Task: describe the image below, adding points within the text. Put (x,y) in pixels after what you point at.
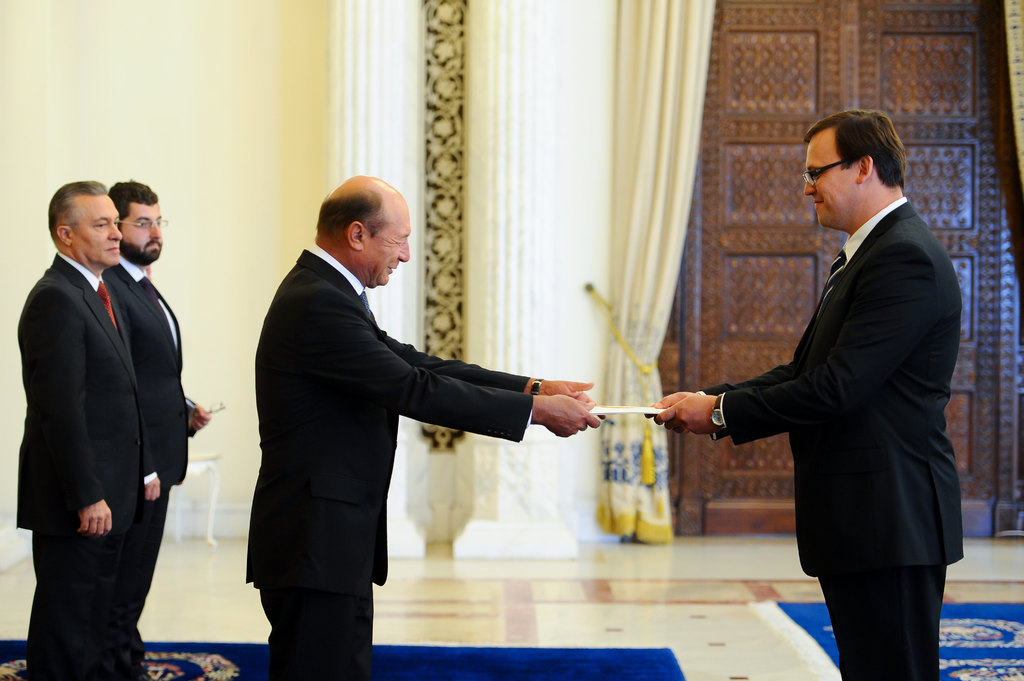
This image is clicked inside a room (486,541). There are 4 persons (438,419) in this image. All of them are wearing black blazers (400,408). In the middle (370,319) there are two persons (285,403). One is giving some paper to another one. There are curtains (613,249) in the middle (633,428).
